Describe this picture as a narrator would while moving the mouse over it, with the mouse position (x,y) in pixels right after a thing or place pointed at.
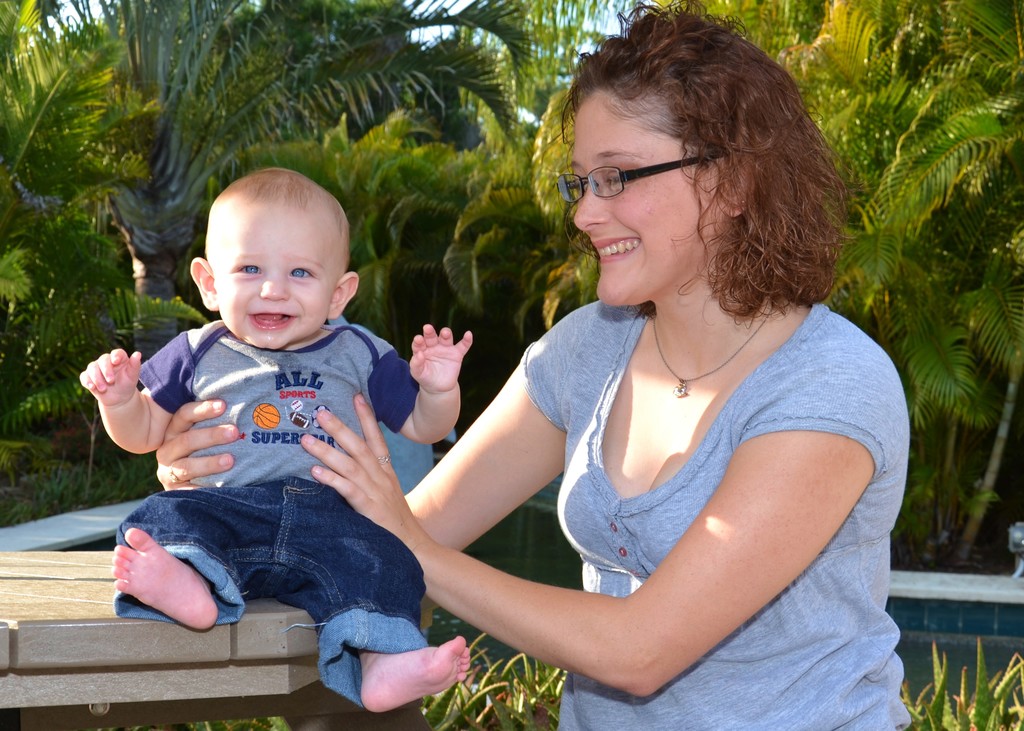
As we can see in the image in the front (515,416) there are two people (151,501), table (120,724) and plants (546,668). In the background (419,193) there are trees (283,33).
